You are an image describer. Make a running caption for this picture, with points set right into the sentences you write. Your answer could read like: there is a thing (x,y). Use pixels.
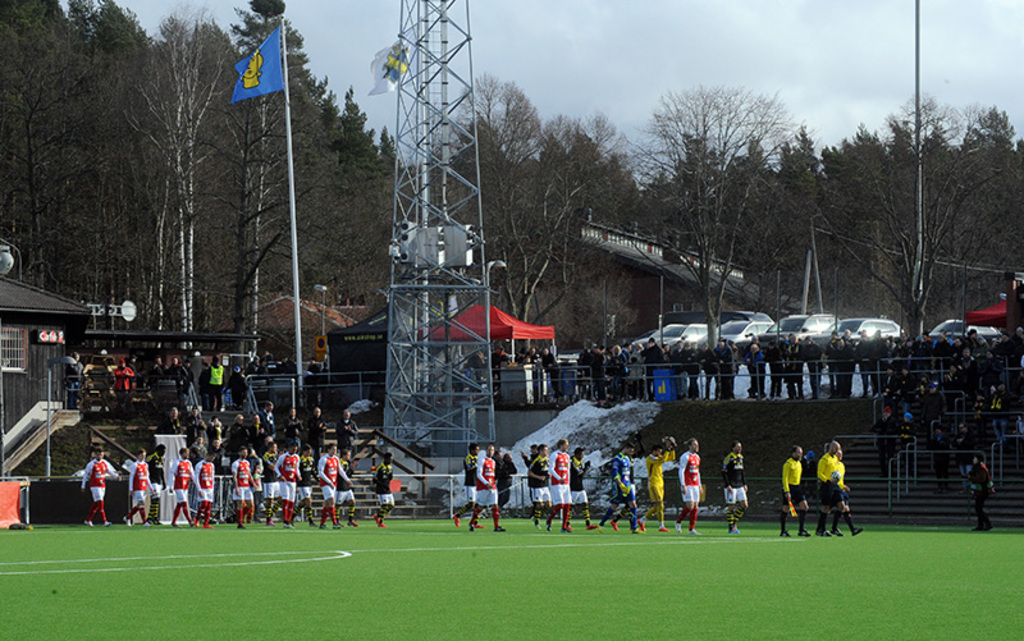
In this picture I can see few people (282,484) walking on the ground (592,562) and few people (202,440) standing and I can see few buildings (673,278), trees (560,256), few cars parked and I can see a tower (457,276), flagpole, and couple of poles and I can see a tent (477,320) and a cloudy sky (669,72).
